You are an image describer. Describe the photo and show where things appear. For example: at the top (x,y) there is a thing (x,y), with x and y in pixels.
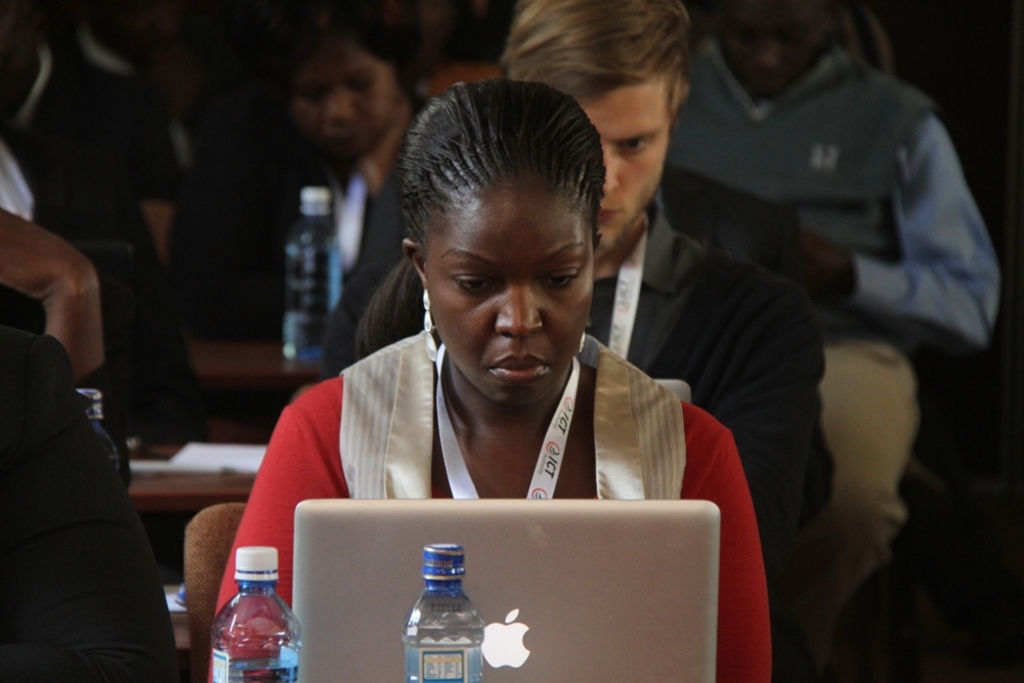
In this image I can see number of people (464,179) are sitting. I can also see few tables (249,377) and on these tables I can see a laptop (376,573) and few bottles (436,656).
